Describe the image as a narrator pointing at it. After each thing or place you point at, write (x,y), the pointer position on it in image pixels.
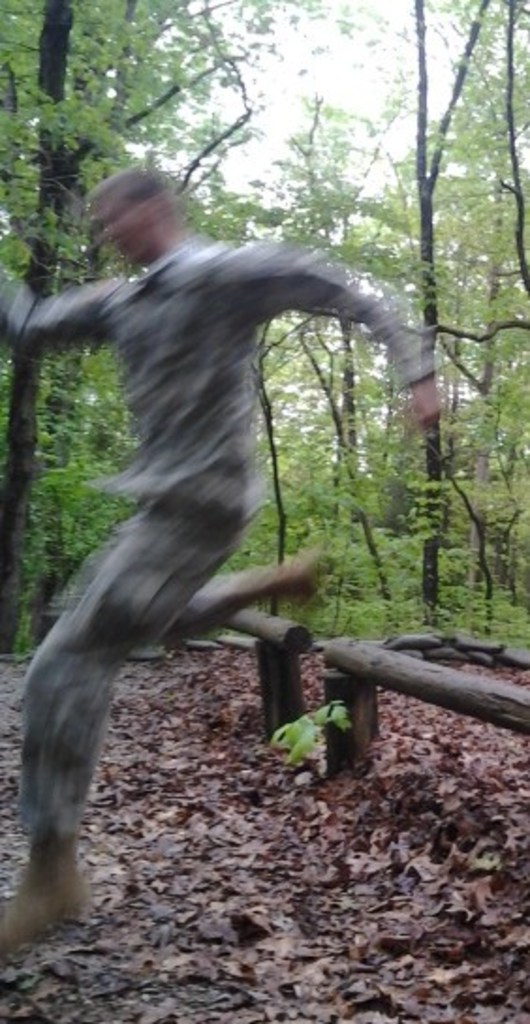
In this image, we can see trees (502,351), wooden objects (362,737), plants (332,723) and dry leaves (339,787). Here it looks like a person (119,583) in the air. Background (272,132) there is the sky (325,72).
